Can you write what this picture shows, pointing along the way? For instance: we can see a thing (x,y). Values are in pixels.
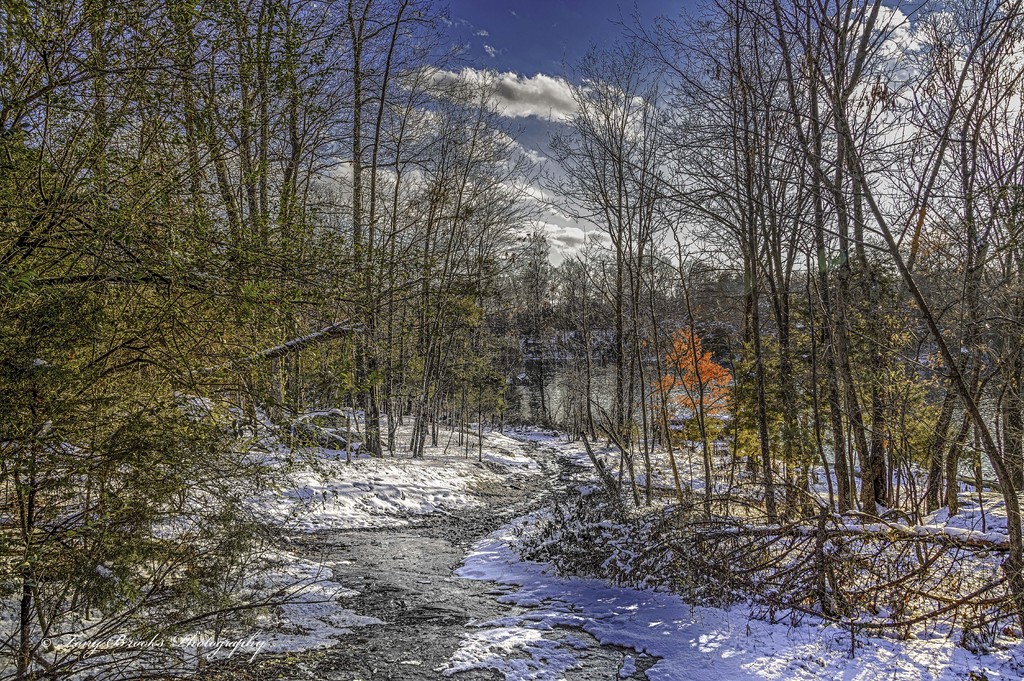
In this image there is the sky (677,22), there are clouds (495,178) in the sky (513,189), there are trees (506,335), there is text (86,652), there are trees (81,221) truncated towards the left of the image (65,311), there are trees (938,253) truncated towards the right of the image (943,323), there is ice (626,614).
